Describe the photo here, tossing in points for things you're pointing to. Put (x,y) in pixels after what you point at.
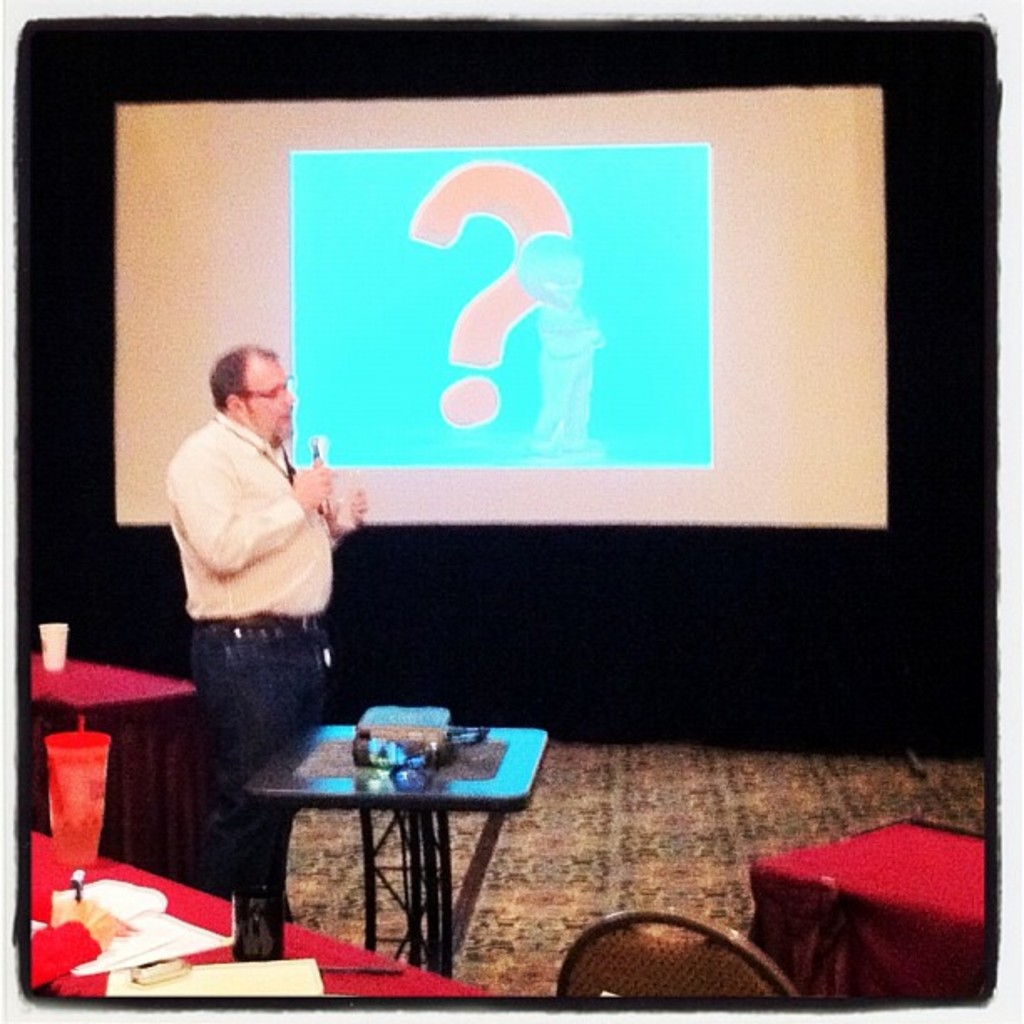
In this image we can see a person (314,590) holding a mic (313,451), and talking in it, in front with him there is a table (535,746) with some objects (402,716) on it, aside to him there are some other tables (397,992), on those tables (345,943) we can see some papers (297,992), and a glass (89,767), there is a chair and a person's hand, also we can see a screen (543,313), with a question mark symbol (495,357) on it.
